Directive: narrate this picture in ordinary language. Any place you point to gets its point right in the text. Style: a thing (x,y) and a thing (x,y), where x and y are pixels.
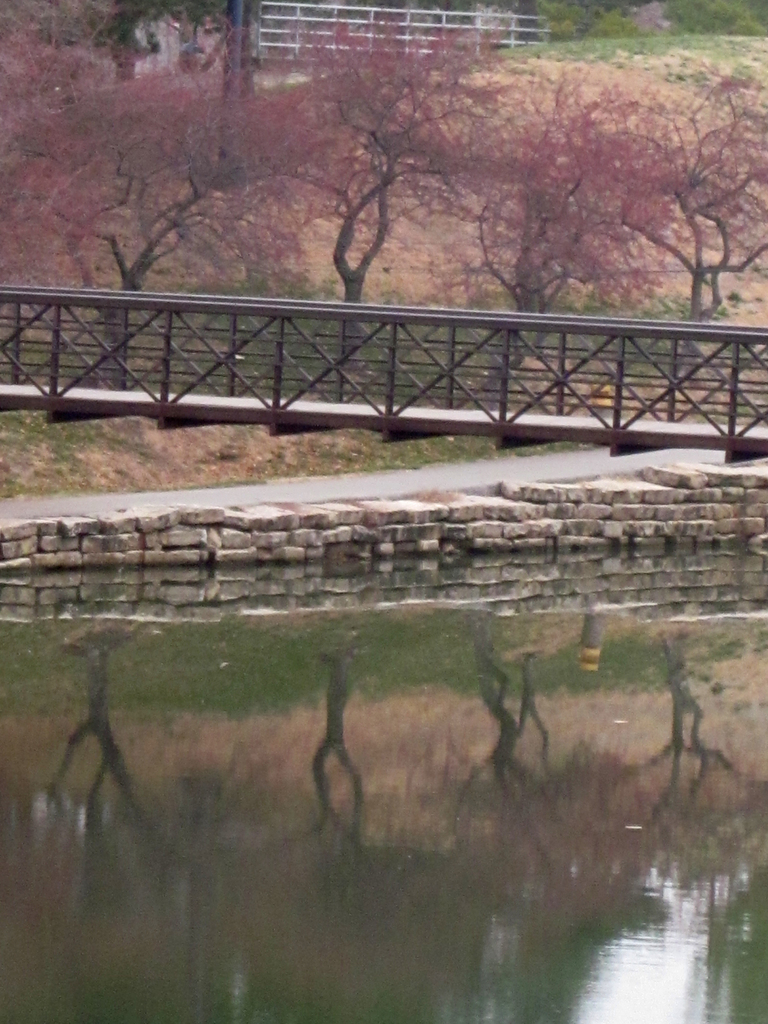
In this image, we can see bridge (752,444), walkway (501,458), stone wall (471,501) and water (533,709). Background (228,140) we can see so many trees (710,205), poles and rods (371,42). On the water (328,733) we can see reflections (470,816).
